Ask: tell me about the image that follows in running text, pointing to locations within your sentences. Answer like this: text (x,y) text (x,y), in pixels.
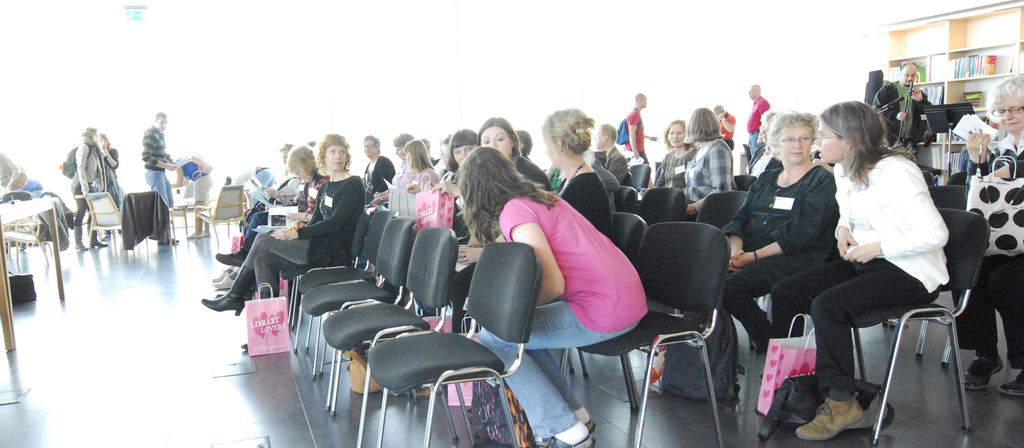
In the center of the image (463,245) we can see a group of people (513,128) are sitting on the chairs (718,241) and also we can see the bags (271,320). In the background of the image (956,44) we can see the tables (60,245), chairs (25,241), shelves (983,97). In shelves (941,45) we can see some books (960,156). On the tables (5,237) we can see some other objects (20,195). At the bottom of the image (294,423) we can see the floor (318,396). At the top (147,14) we can see a sign board (134,9).
